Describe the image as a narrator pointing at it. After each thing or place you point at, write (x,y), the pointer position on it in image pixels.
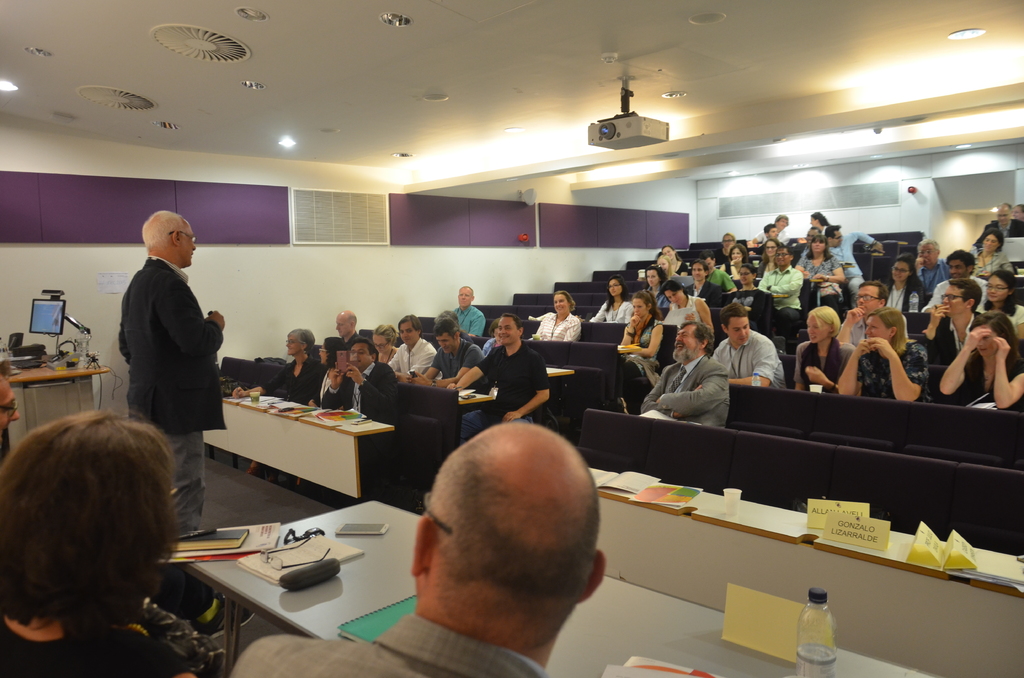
This picture is taken in the auditorium (929,396) there are some people (525,358) sitting on the chairs (718,332) which are in black color and in the left side (151,336) there is a man (157,385) standing and in the background (351,260) there is a wall (345,274) in white color and in the top (363,119) there is a roof (621,51) which is in white color.
